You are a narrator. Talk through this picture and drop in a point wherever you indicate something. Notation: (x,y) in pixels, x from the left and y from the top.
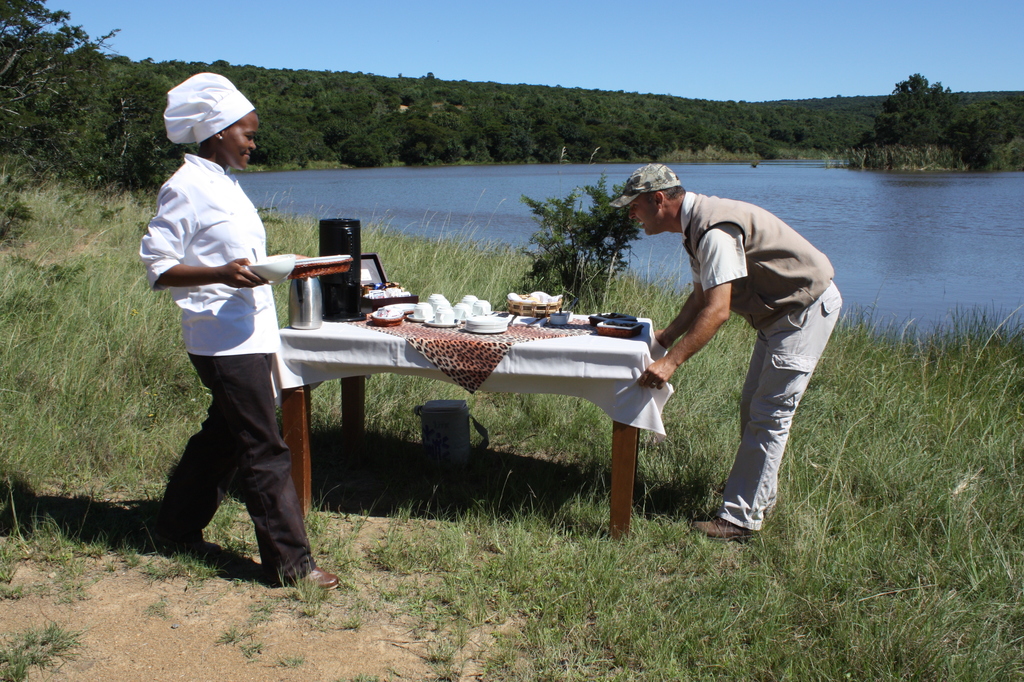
At the top (625,63) we can see a clear blue sky (801,53). We can see trees (548,86). This is a river (868,203). We can see a woman chef (222,169), holding a plate (273,259) in her hand (266,282) and walking near to the table (396,360). We can see one man (762,368) adjusting a cloth (623,377). On the table (608,333) we can see kettle (320,314), plate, cups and saucers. This is a grass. Under the table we can see a water can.
